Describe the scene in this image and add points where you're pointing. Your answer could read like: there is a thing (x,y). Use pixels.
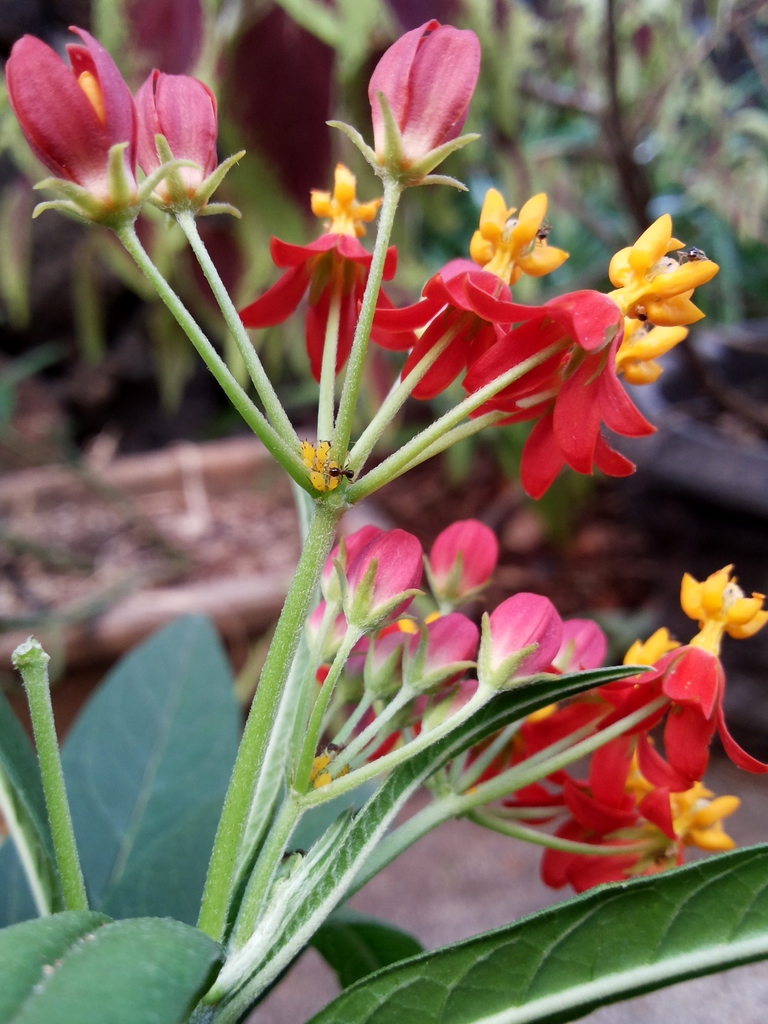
In this image I can see the flowers (488,278) to the plant (263,799). These flowers (577,333) are in red, yellow and pink color. In the back (612,97) I can see many plants (535,117).
